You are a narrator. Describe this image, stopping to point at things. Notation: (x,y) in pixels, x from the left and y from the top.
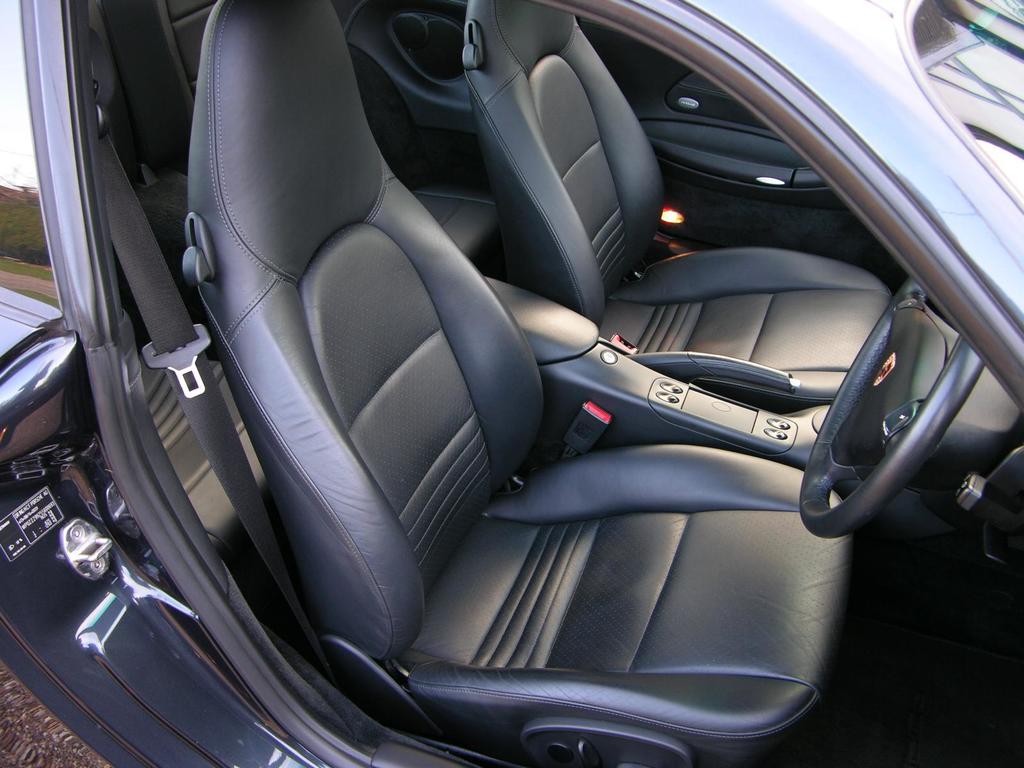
This is a vehicle (592,296) and here we can see seats (514,378) and a steering (840,445).
